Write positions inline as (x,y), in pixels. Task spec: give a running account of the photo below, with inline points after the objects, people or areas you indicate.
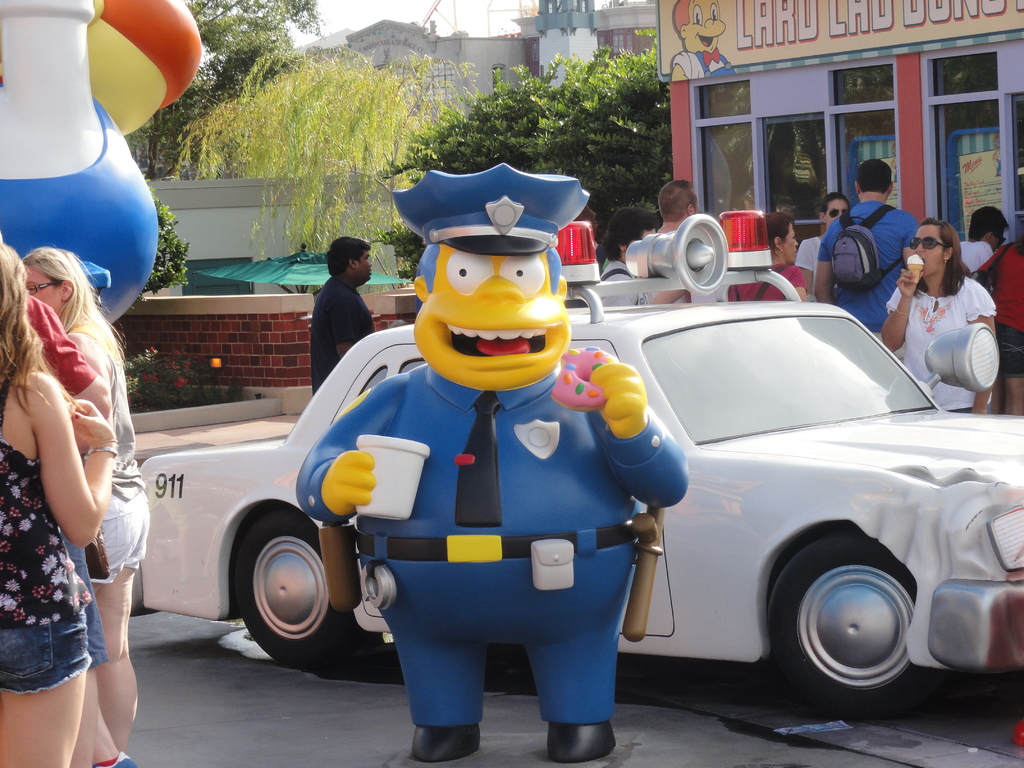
In this picture we can see vehicle (736,510), people (811,285) on the road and in the background (270,187) we can see buildings (195,188), trees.
